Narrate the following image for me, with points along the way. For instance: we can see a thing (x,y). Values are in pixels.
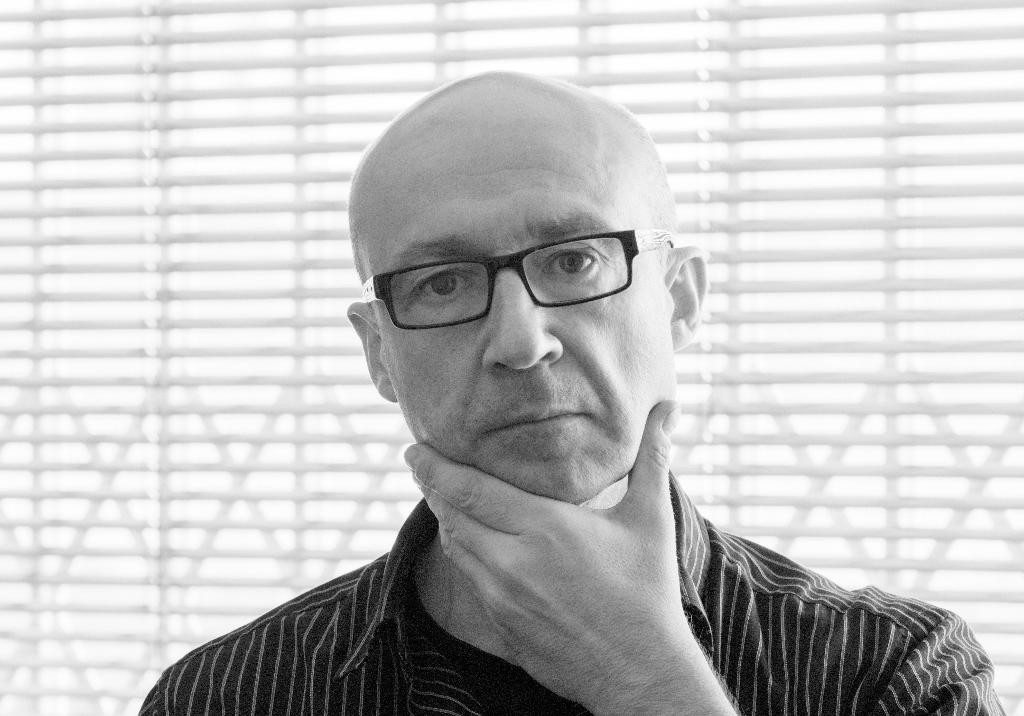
In this picture we can see a man (580,635), he wore spectacles (534,298), it is a black and white picture.
